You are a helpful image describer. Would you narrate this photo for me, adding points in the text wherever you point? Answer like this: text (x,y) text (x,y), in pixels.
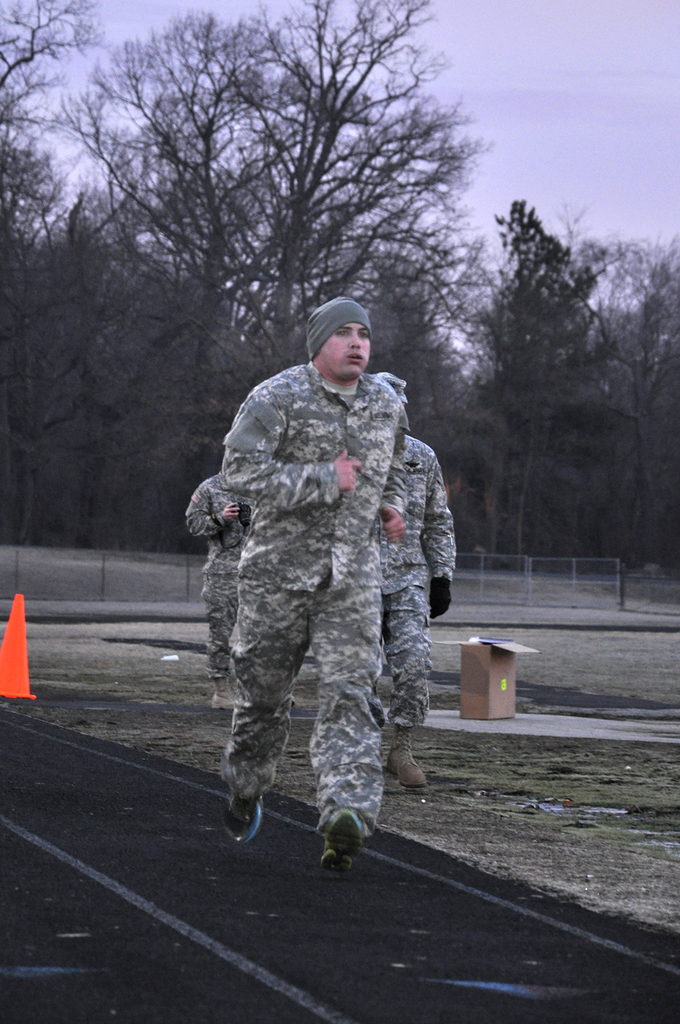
In this image a man (287,657) is running on the track (267,806). Behind him there are two persons (239,523). Here there is a carton (479,670). Here is a traffic cone (9,659). In the background (185,267) there are trees (554,278), boundary (544,589).
